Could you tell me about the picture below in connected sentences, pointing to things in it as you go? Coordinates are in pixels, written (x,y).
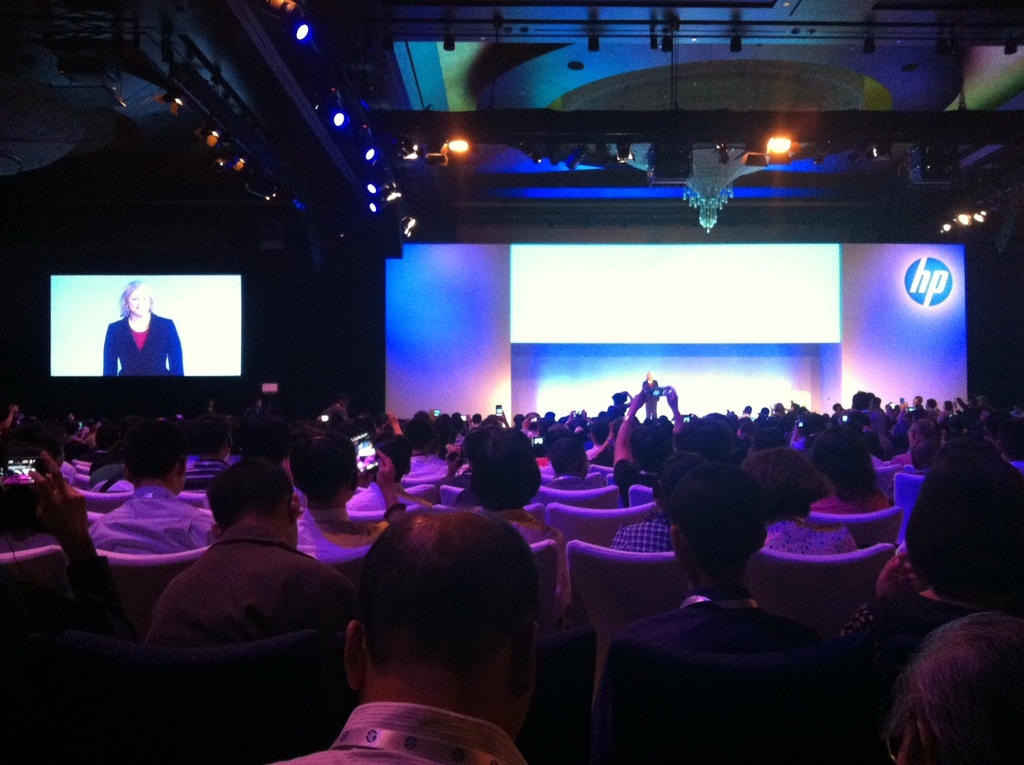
In this image I can see number of people (471,526) are sitting on chairs (274,707). In the background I can see a person (650,399) is standing and on left side of this image (146,309) I can see a screen (147,297). On this screen (116,335) I can see a woman (141,319). I can also see few lights (581,162) and here I can see hp is written.
